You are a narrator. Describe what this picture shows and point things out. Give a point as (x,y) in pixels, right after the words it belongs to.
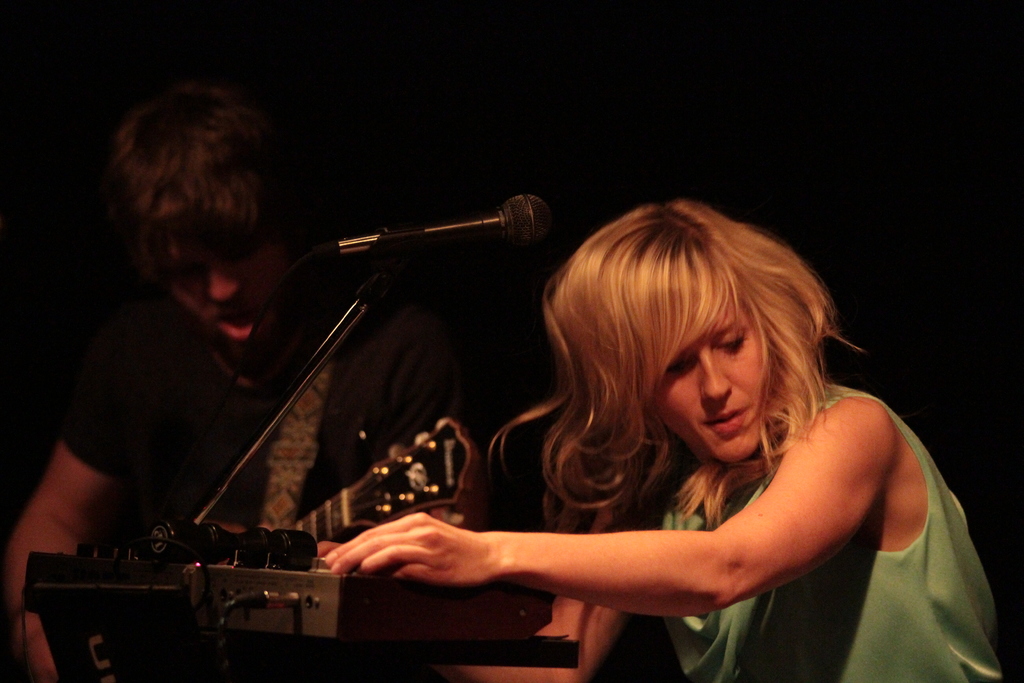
In this image, we can see two persons (186,364) on the dark background (190,379) wearing clothes (438,365). There is a mic (492,220) in the middle of the image (374,238).
